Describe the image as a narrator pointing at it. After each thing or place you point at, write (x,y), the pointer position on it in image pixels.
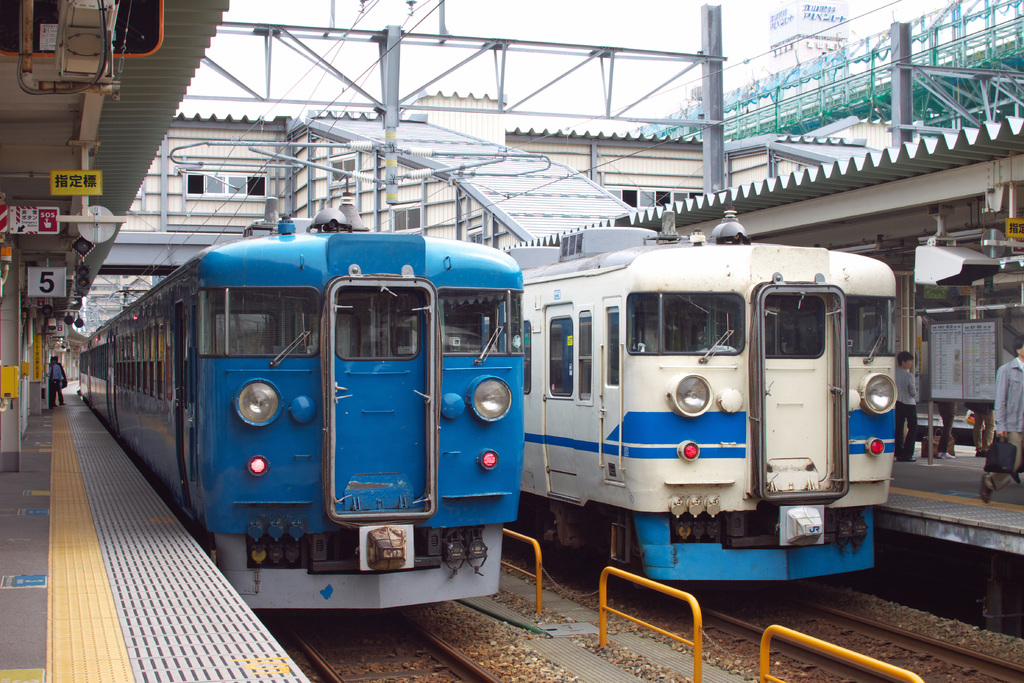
In the center of the image (500,366) the trains (500,366) are present. On the left side of the image (145,563) we can see sign boards (43,279), roof (123,117), platform (101,530) are there. On the right side of the image (1013,415) a person (1011,422) is walking and carrying a bag (1002,462). At the bottom of the image (718,639) railway track (739,629) is present. At the top of the image (672,23) sky (635,15) is there.
